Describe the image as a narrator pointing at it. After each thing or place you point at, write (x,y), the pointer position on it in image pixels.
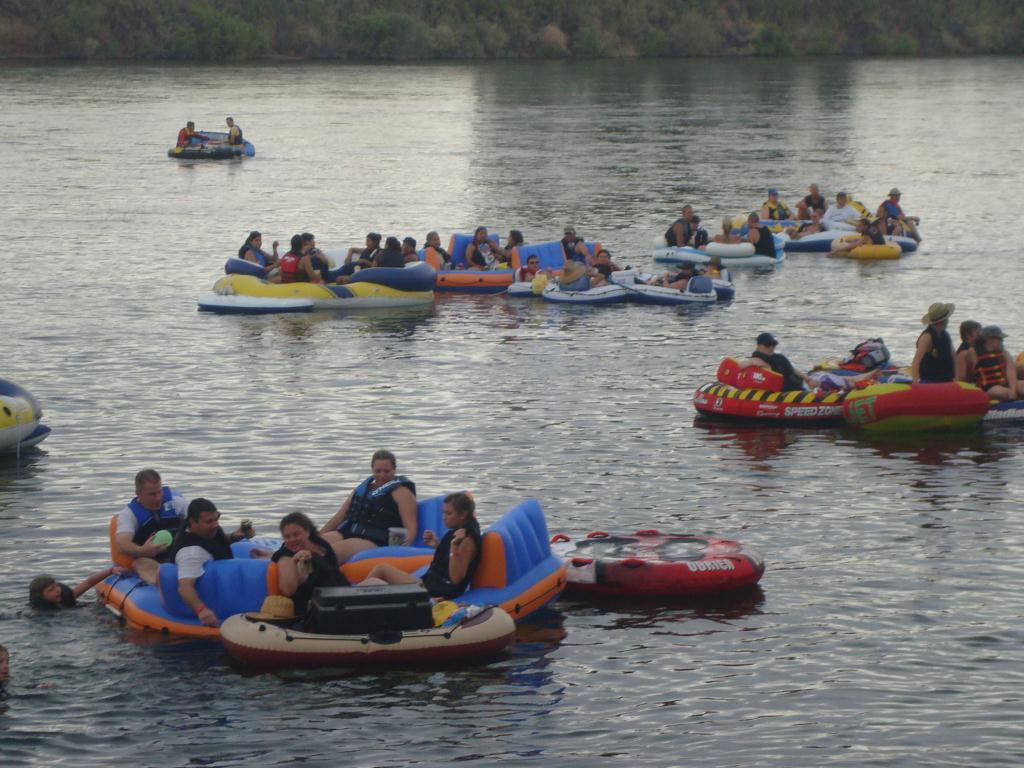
In this picture, we can see a few people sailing on the boat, we can see a person (107,572) in water (95,629), and some objects (707,581) on the water (567,531), in the background (153,22) we can see some plants (554,23).
